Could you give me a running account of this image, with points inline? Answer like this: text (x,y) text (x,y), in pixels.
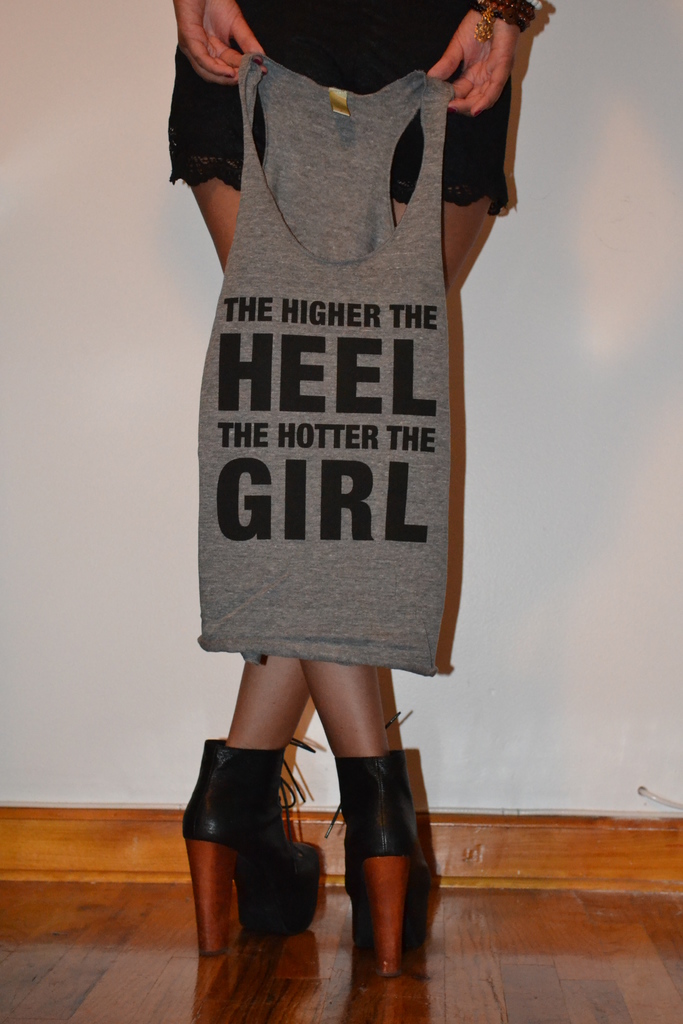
In this image there is a lady (396,201) standing and holding a T-shirt (293,533) in her hand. In the background (597,746) there is a wall (549,765).
